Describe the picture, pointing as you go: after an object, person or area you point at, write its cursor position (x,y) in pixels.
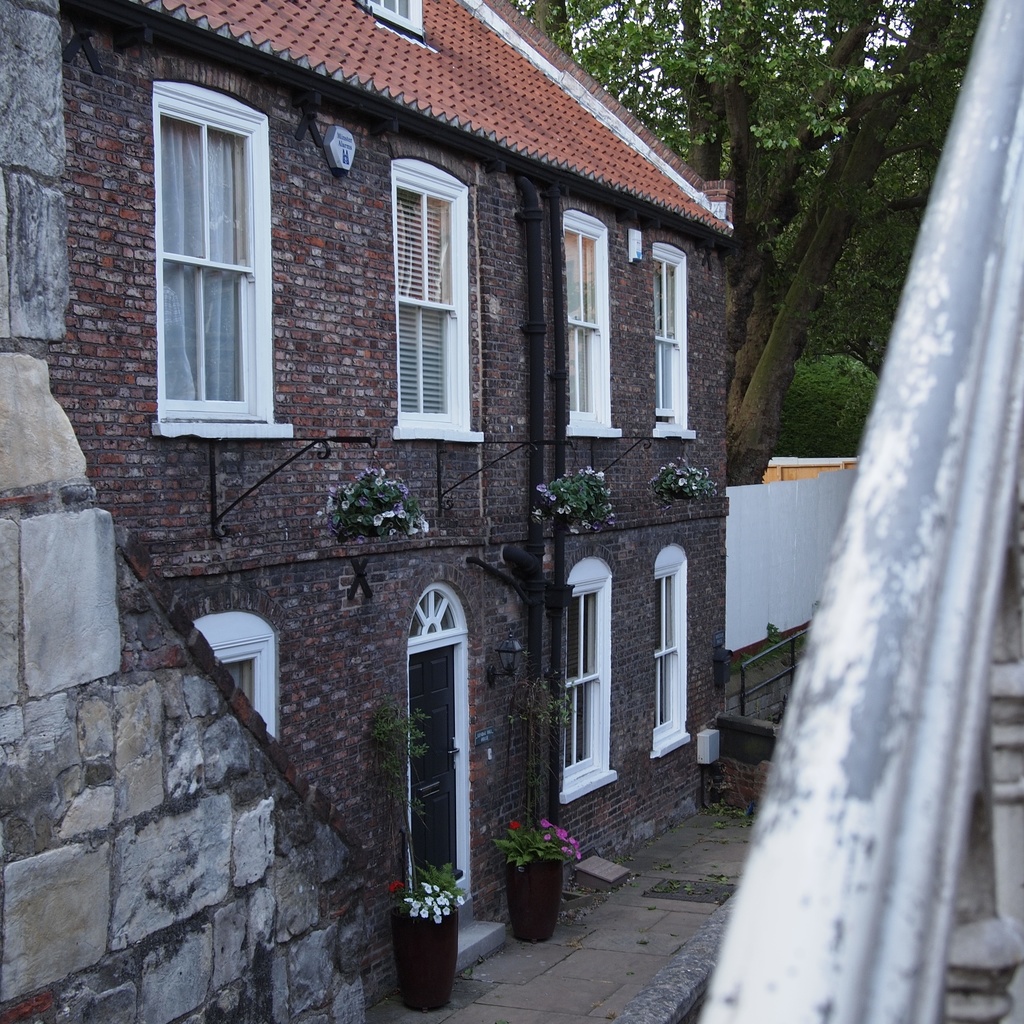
To the right side of the image (909,516) there is a railing (891,736). And to the left side of the image (159,429) there is a building (151,520) with brick wall (287,235), window (220,257) with curtain (224,287), in front of the door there are pots (430,937). And in the background (756,414) there are trees (770,413).
